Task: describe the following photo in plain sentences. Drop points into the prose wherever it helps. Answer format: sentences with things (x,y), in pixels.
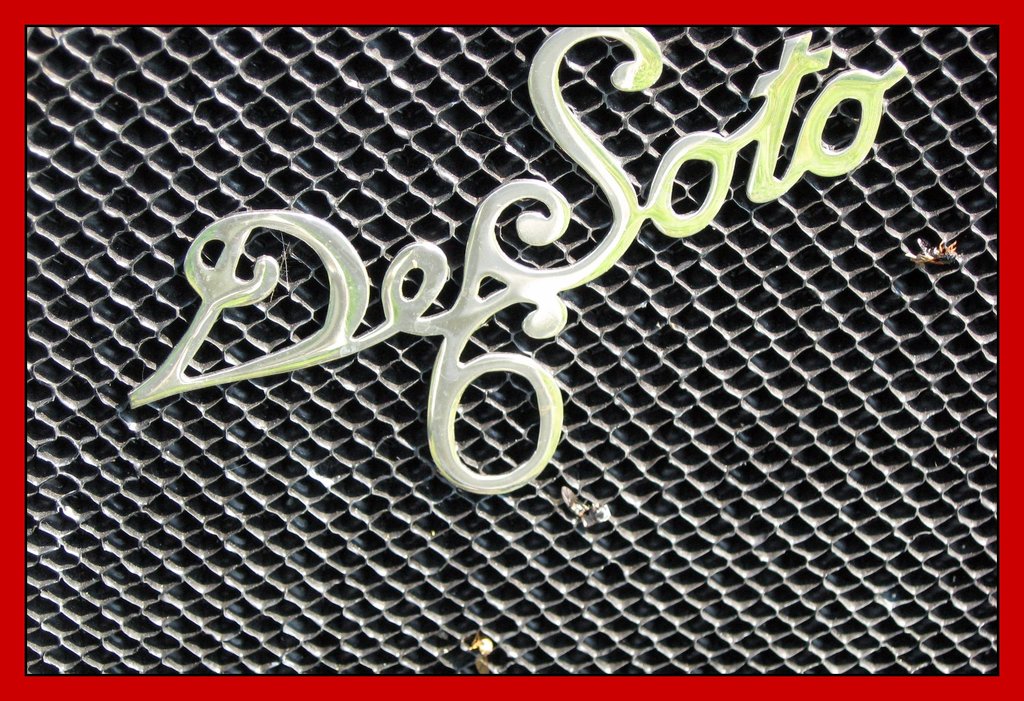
In this picture, we can see some text (413,251) on an object (513,328).
